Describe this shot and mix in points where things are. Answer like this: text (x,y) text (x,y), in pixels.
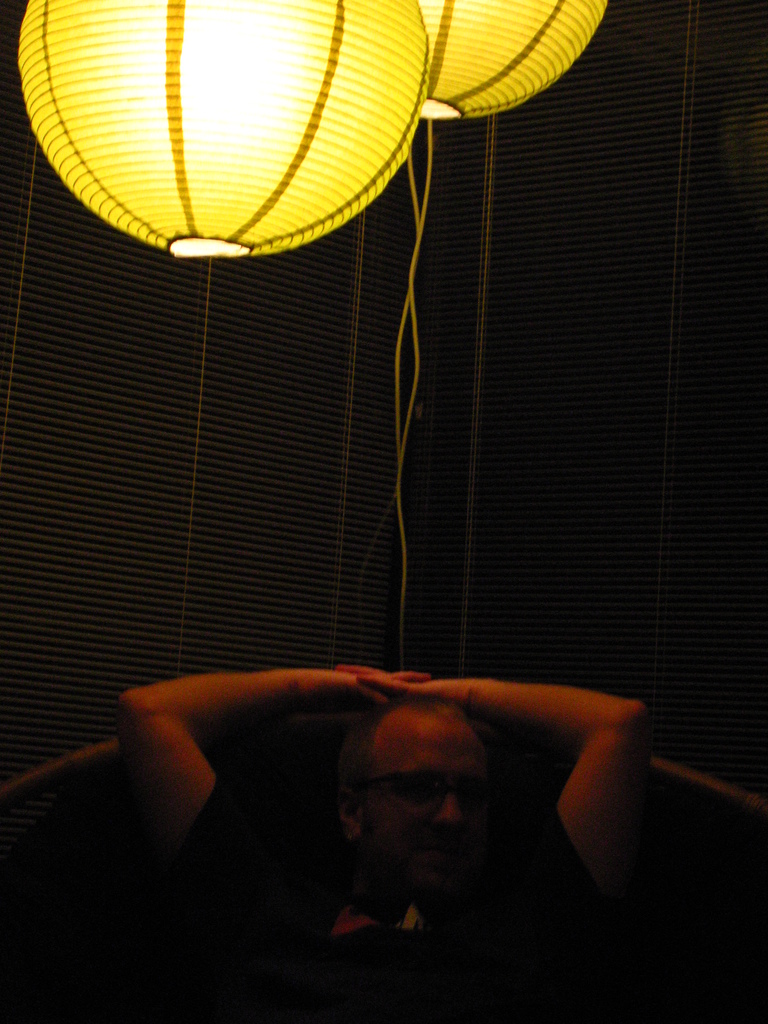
This is the man (370,896) sitting on the chair (125,847). There are two lanterns (360,139), which are yellow in color. I think this is a wall (301,376).
